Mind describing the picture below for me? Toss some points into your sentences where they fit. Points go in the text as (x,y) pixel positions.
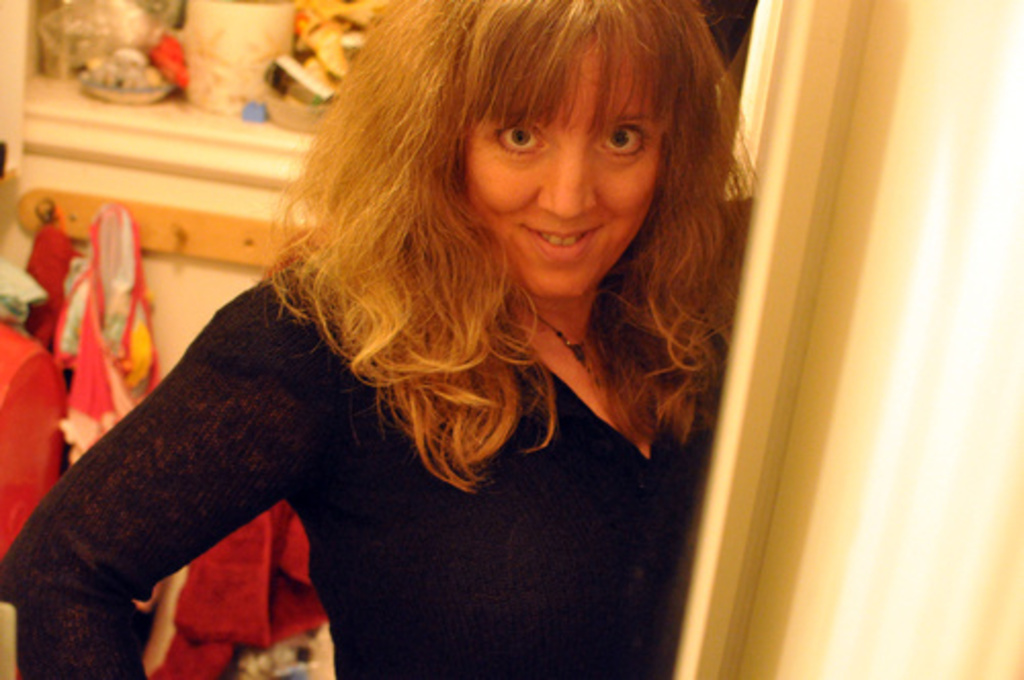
In this image we can see a woman (745,251) wearing black dress (579,574) is standing near the wall (866,594) and smiling. In the background (116,305), we can see clothes (70,287) hanged and we can see a few things (201,109) kept on the shelf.
